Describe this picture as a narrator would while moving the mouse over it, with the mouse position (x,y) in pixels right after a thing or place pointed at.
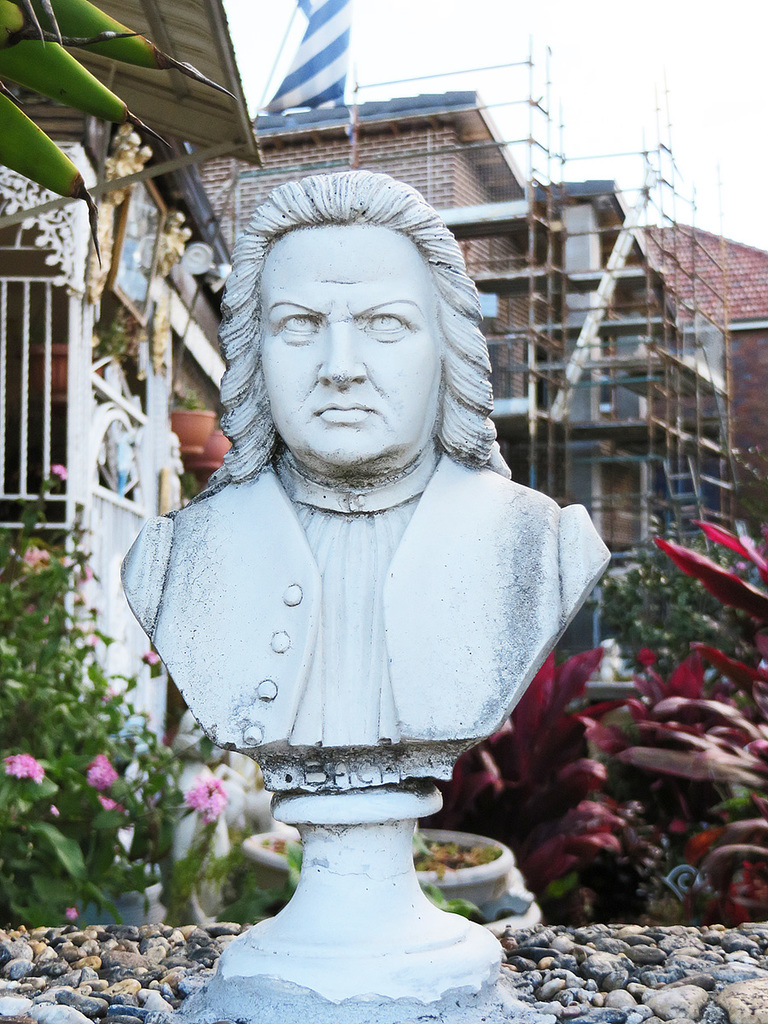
In the image we can see a sculpture of a person (457,398). Here we can see the stones (686,954), plants (555,740) and buildings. Here we can see the fence (45,426) and the sky (547,45).
